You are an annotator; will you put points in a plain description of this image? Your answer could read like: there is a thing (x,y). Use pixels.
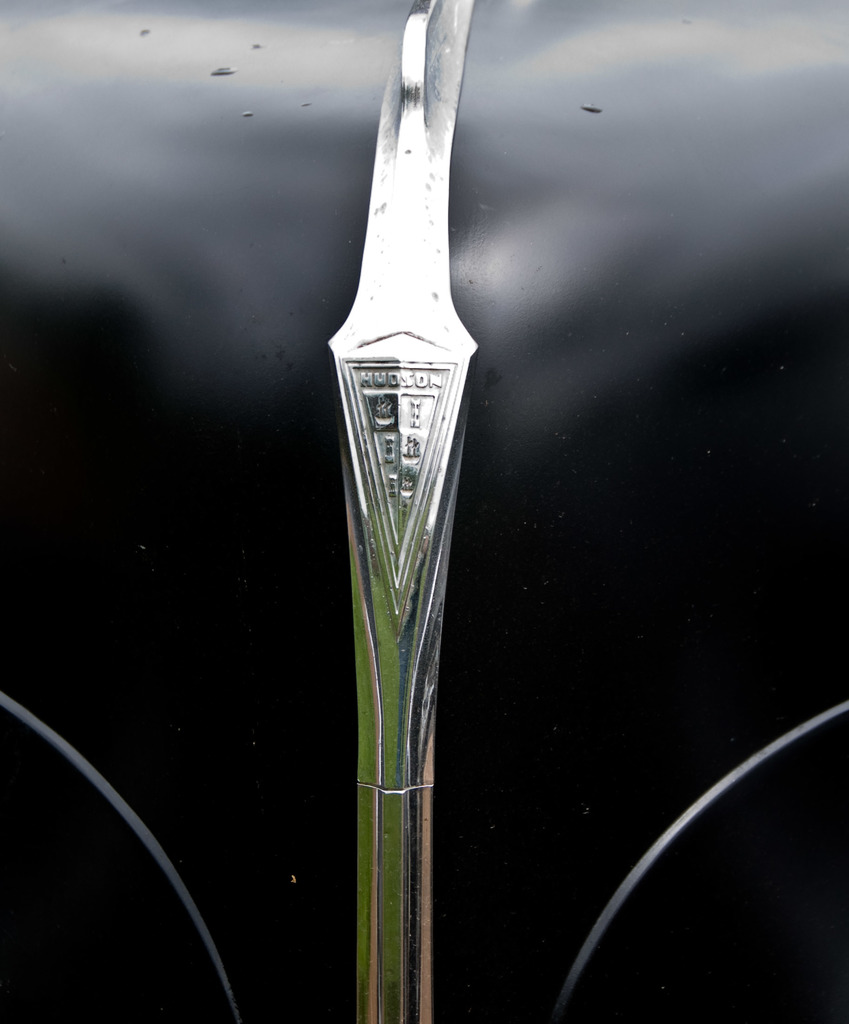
There is a black surface (49,563). On that there is a silver thing (367,553) with something written on that.
